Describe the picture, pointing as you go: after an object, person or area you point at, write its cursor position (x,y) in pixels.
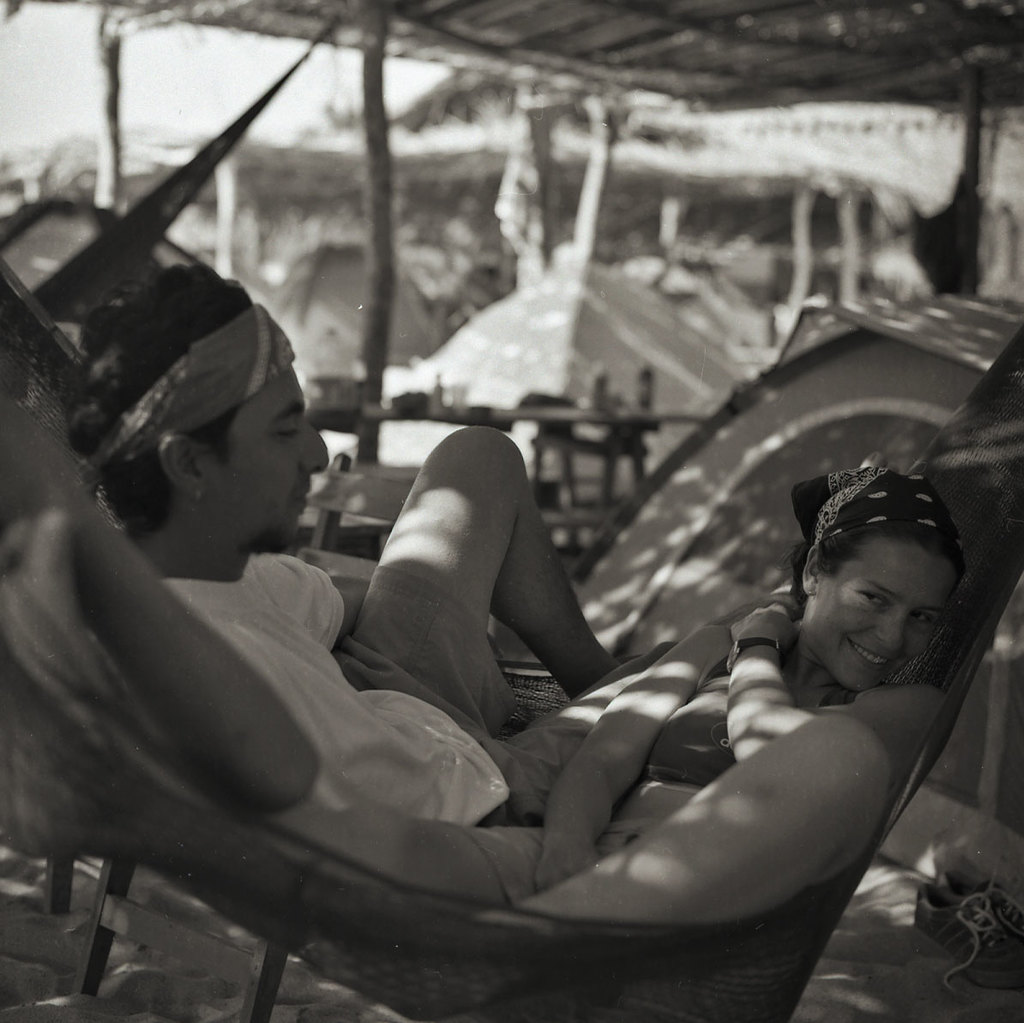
In the middle of the image (474,524) two persons (104,357) are sitting on a swing (4,368) and smiling. Behind them there are some tables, on the tables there are some bottles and there are some poles (108,188). Background of the image (469,150) is blur.
